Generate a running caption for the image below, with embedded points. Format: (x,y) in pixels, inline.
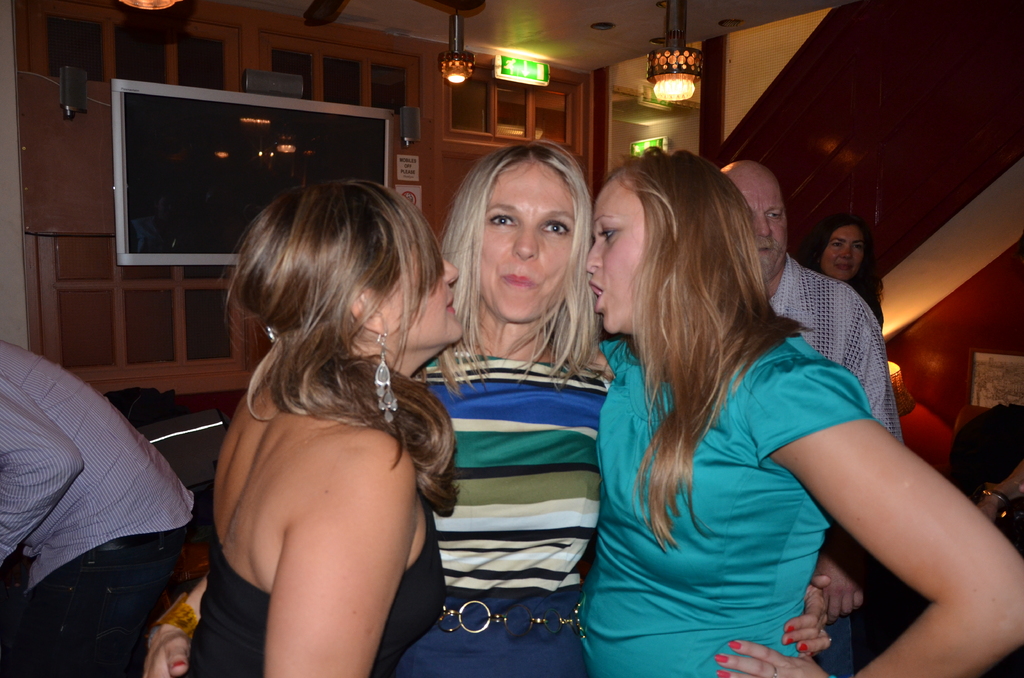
This is an inside view of a room (911,405). Here I can see three women (547,580) are standing. The woman (505,425) who is in the middle (480,355) is looking at the picture and other two women (412,523) are facing at this woman (515,522). In the background (830,341), I can see some more people (823,282) are standing. In the background (286,146) a screen (167,161) is attached to the wall (253,68), a couch (159,411), lamp (905,394) and some other objects (988,388) are placed. On the top (546,70) I can see some lights (689,65) and a wall (752,61).
